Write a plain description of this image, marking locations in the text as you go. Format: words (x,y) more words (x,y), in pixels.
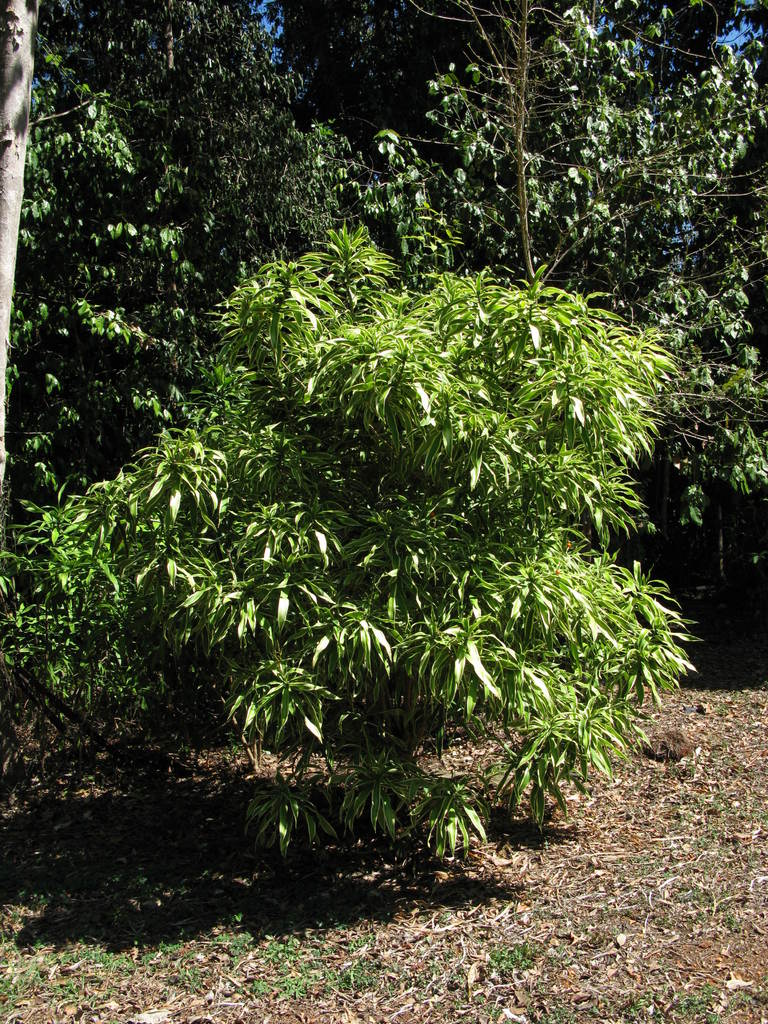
In this image, we can see trees (209,245) and at the bottom (228,856), there is ground (490,888).
